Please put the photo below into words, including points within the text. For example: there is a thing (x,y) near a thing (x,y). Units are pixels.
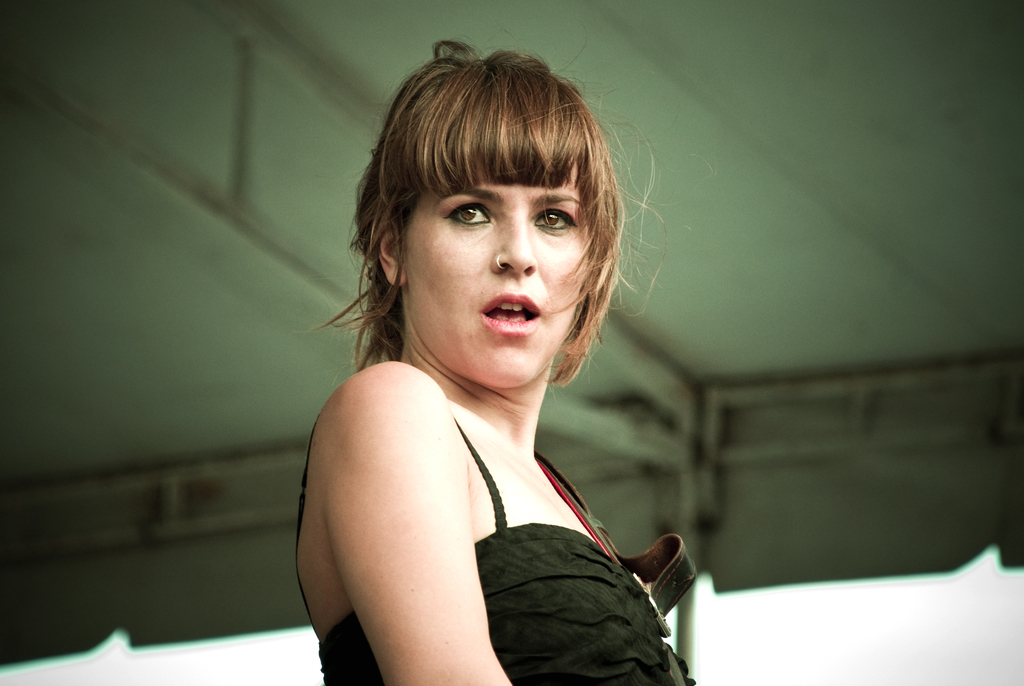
In this image, we can see a person (513,445) wearing clothes (516,597). In the background (309,212), image is blurred.
